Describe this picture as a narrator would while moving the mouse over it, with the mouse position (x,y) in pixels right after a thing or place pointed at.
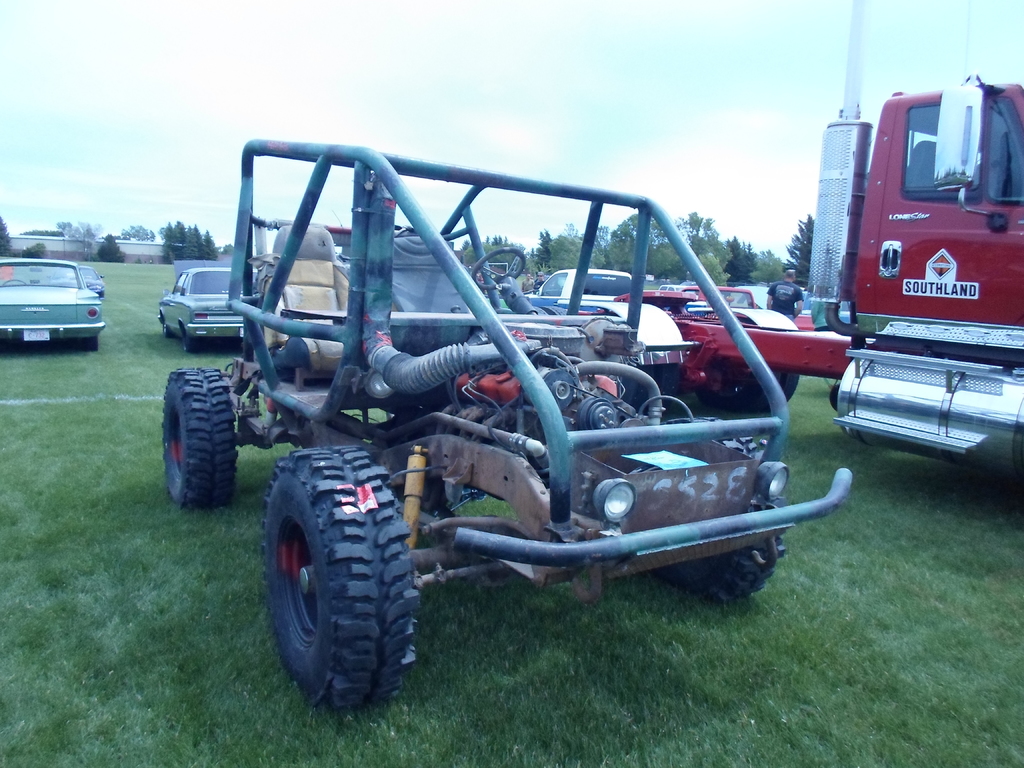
In this picture we can see a few vehicles (371,243) on the grass (768,668). We can see a steel object (994,331) on the right side (825,275). There are a few trees (656,231) and a compound wall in the background (466,253). Sky (584,156) is cloudy.
